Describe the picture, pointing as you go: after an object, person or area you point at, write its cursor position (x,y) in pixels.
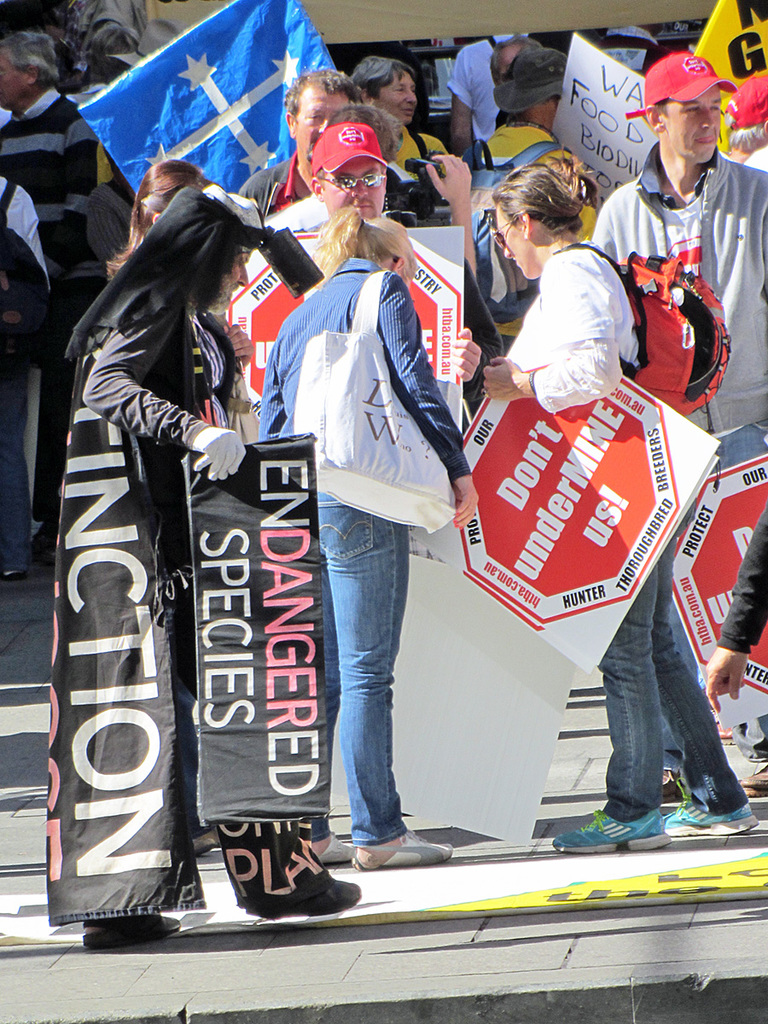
In this picture we can see a group of people (315,881) on the ground (515,940) and some people (647,730) are holding posters (766,674) and in the background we can see some objects (634,8).
